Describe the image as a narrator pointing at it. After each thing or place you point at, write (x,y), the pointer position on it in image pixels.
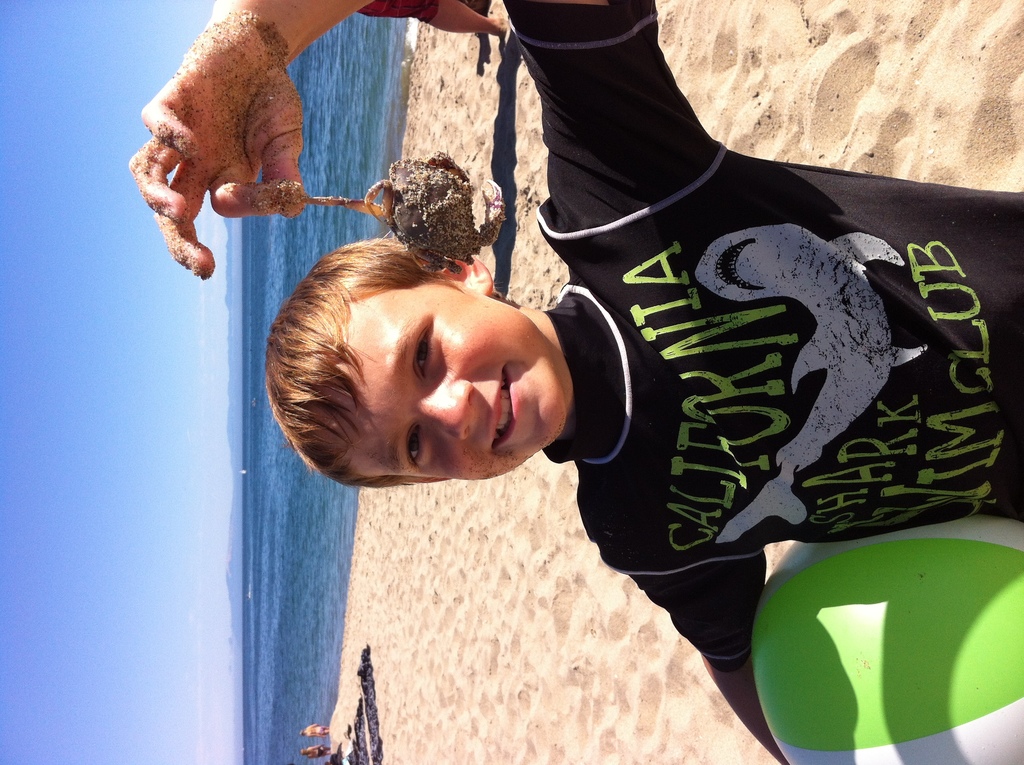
In this picture there is a boy (578,452) wearing black color t-shirt (763,331) holding the crab (417,198) in the hand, smiling and giving the pose into the camera. Behind we can see some sand (383,619) and a blue sea water (333,502).
